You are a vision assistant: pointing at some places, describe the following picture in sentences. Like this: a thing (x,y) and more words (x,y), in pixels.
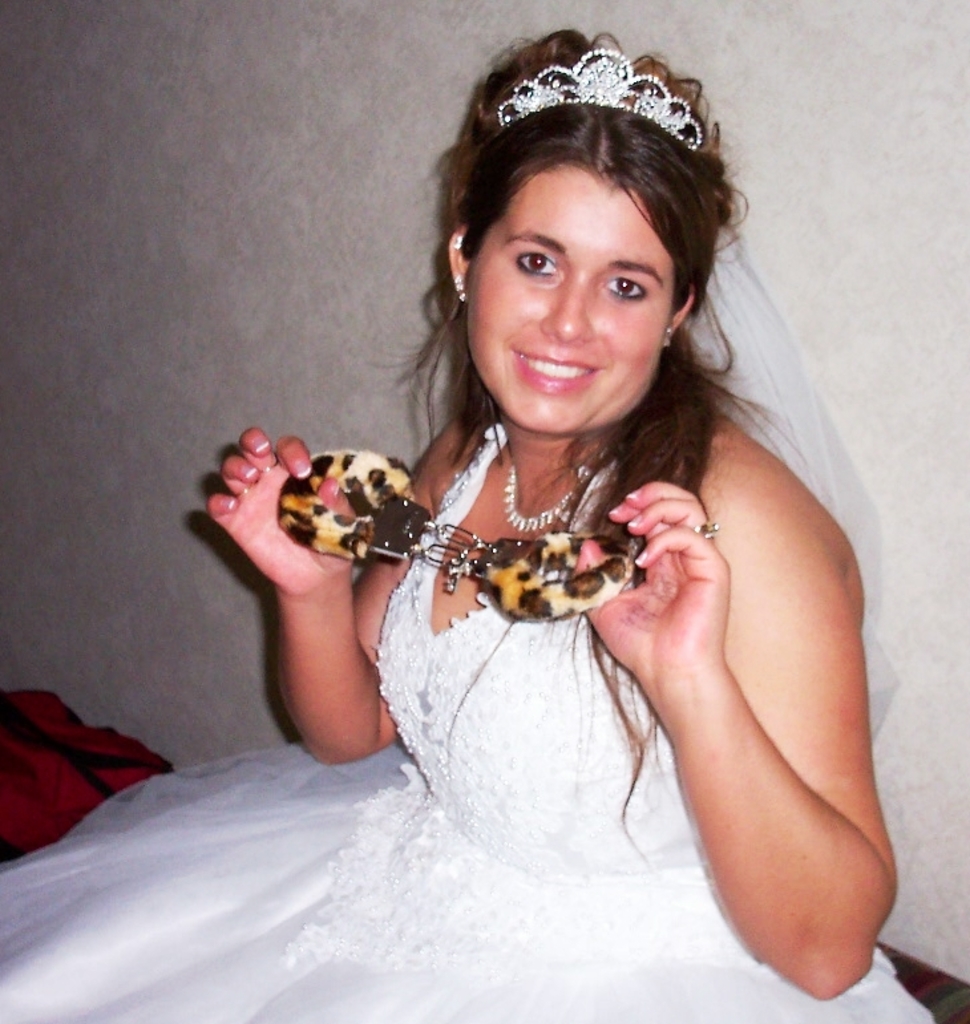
In the picture we can see a woman (498,737) sitting on the floor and smiling, she is in a white dress (462,905) and crown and holding something in her hand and stretching and behind her we can see a wall (918,777).
